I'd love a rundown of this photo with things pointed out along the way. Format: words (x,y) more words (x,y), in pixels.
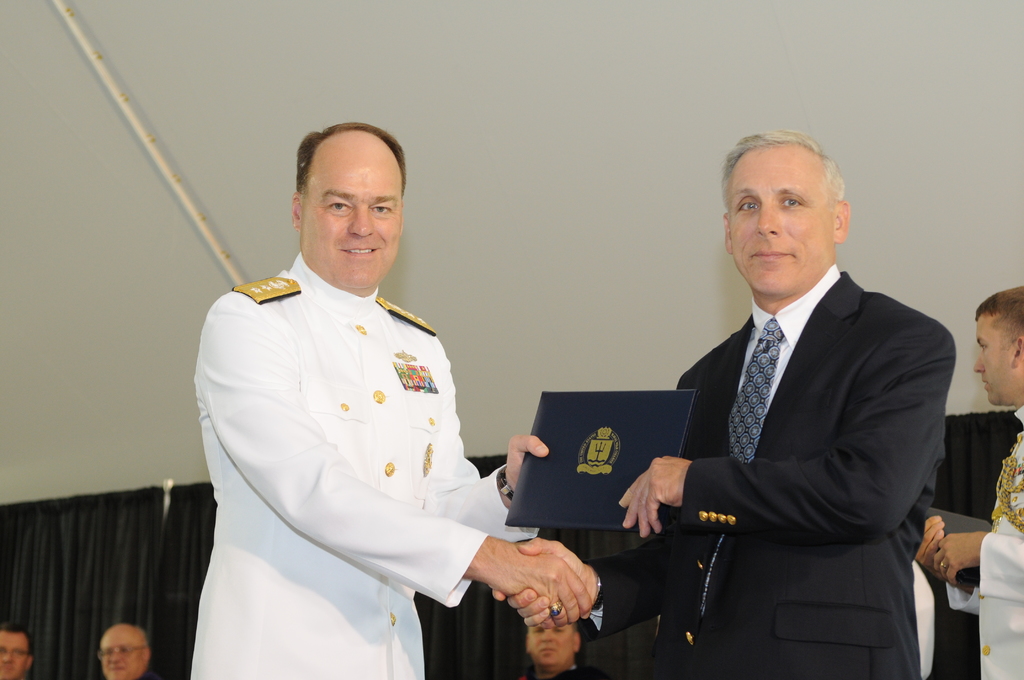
In this picture we can see two men (481,542) are standing and smiling in the front (705,394), they are holding an award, in the background (1003,616) we can see some people (20,639) and curtains (56,638), we can also see a pipe (223,255) and a wall (594,87) in the background (611,85).
